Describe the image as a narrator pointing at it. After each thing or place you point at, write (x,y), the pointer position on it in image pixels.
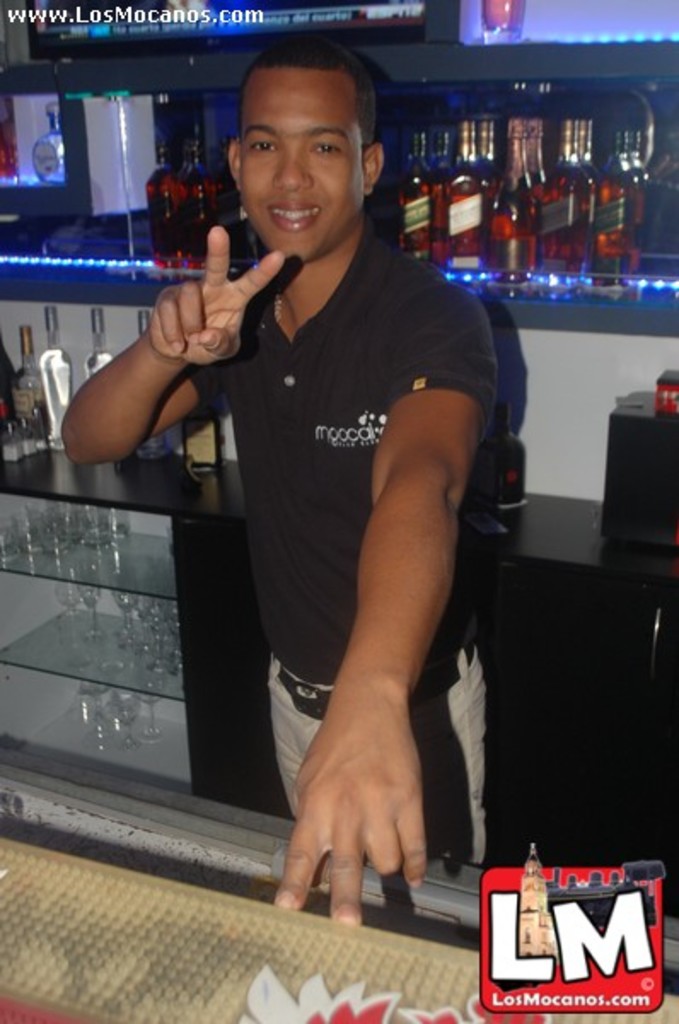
As we can see in the image there is a man (325,368) wearing black color t shirt (304,494). There are bottles (465,155), glasses (28,541) and shelves (25,65).
